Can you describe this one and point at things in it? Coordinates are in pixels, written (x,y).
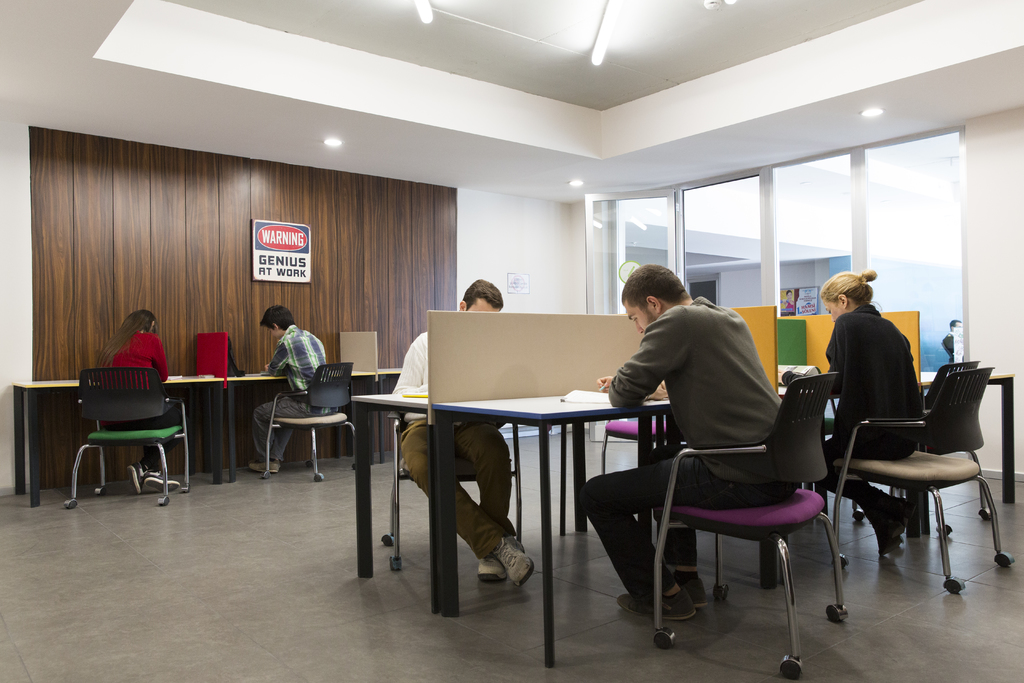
In this image this picture is taken in the office (213,562) where a group of persons (698,427) are sitting on a chair (779,436) and doing work on their desk (548,402). In the background (282,241) there is a board (302,242) with the words warning genius at work (293,260) and a window (773,252) with a glass (820,254) on it.
